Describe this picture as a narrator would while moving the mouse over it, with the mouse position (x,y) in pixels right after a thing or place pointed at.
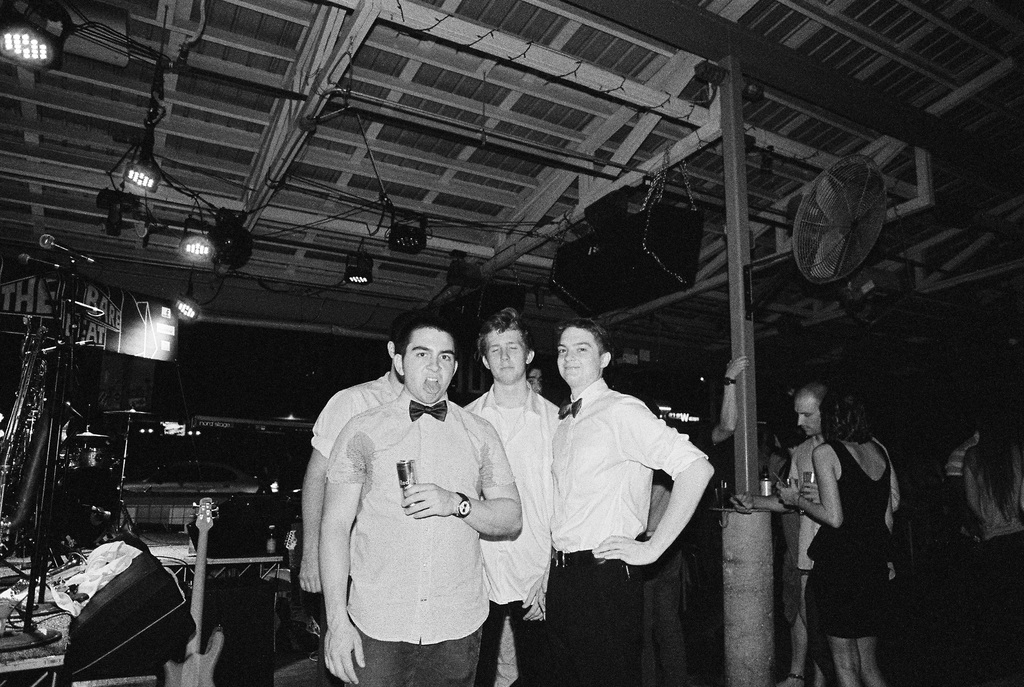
In this picture there are people (628,410) in the center of the image (539,390) and there are other people (790,550) on the right side of the image (838,493), there are mics (59,247) and a guitar (212,666) on the left side of the image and there are spotlights (188,240) on the left side of the image (17,26).
